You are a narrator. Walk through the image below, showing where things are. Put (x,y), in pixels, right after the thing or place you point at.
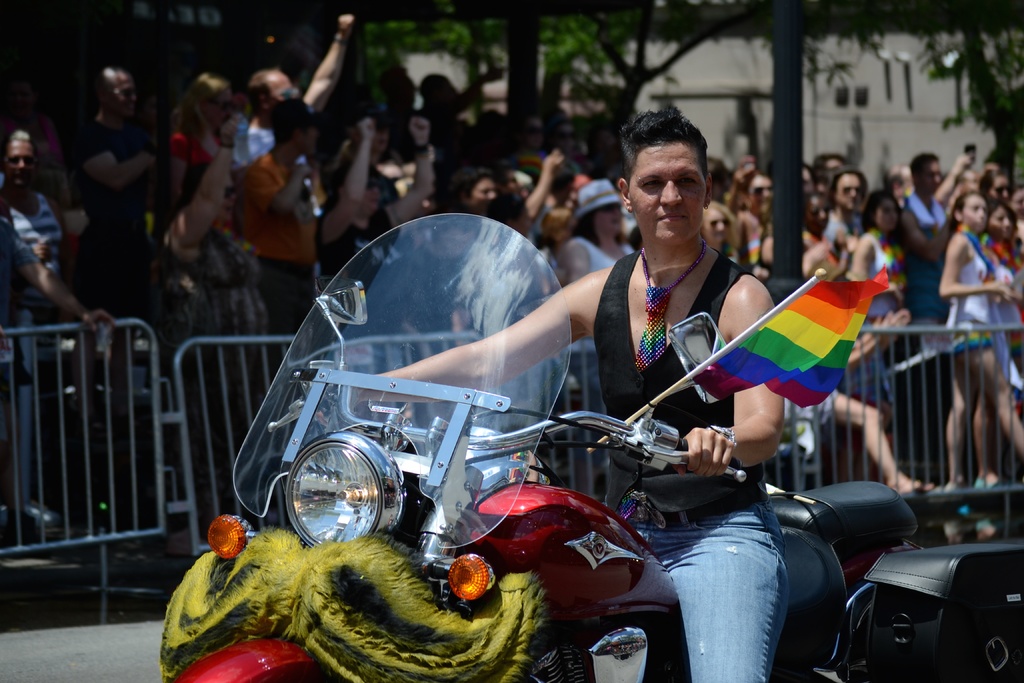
There is a group of people (369,175). In the center of the person (696,427) is riding a motorcycle (709,342). He is wearing a watch (721,429). We can see in the background (438,25) house (438,59) and trees (435,47).
